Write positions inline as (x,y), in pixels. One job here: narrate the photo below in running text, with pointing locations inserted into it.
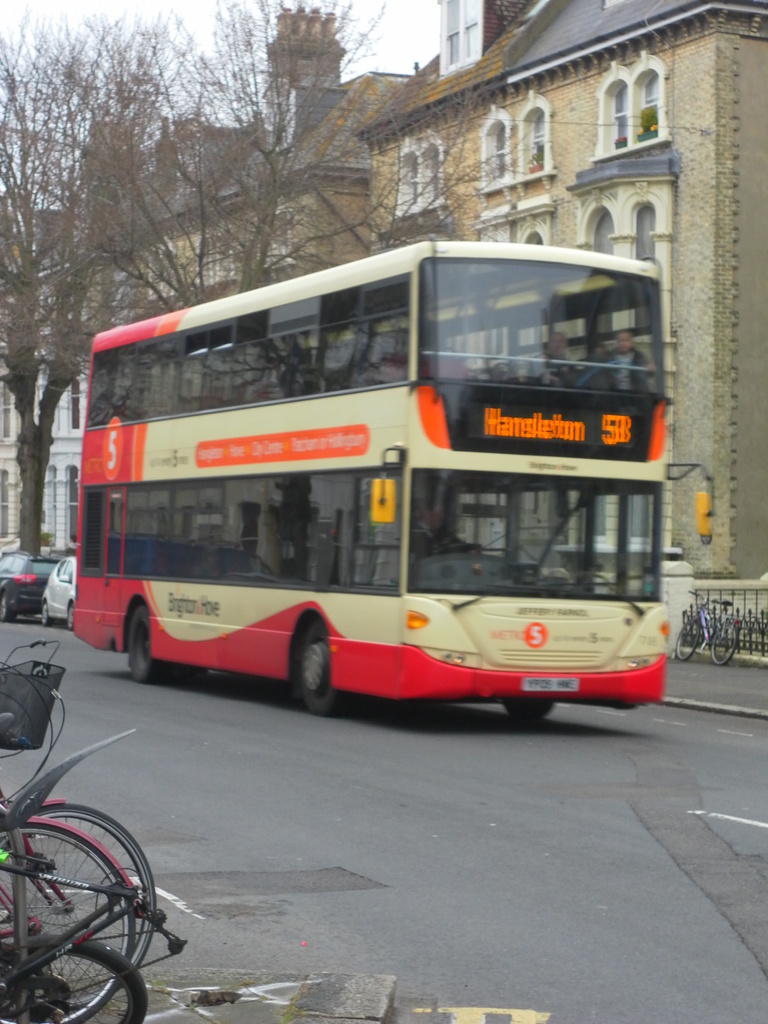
In the center of the image (353,485), there is a bus (305,506) and in the background (299,176), we can see trees (174,175), buildings (566,180) and vehicles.
